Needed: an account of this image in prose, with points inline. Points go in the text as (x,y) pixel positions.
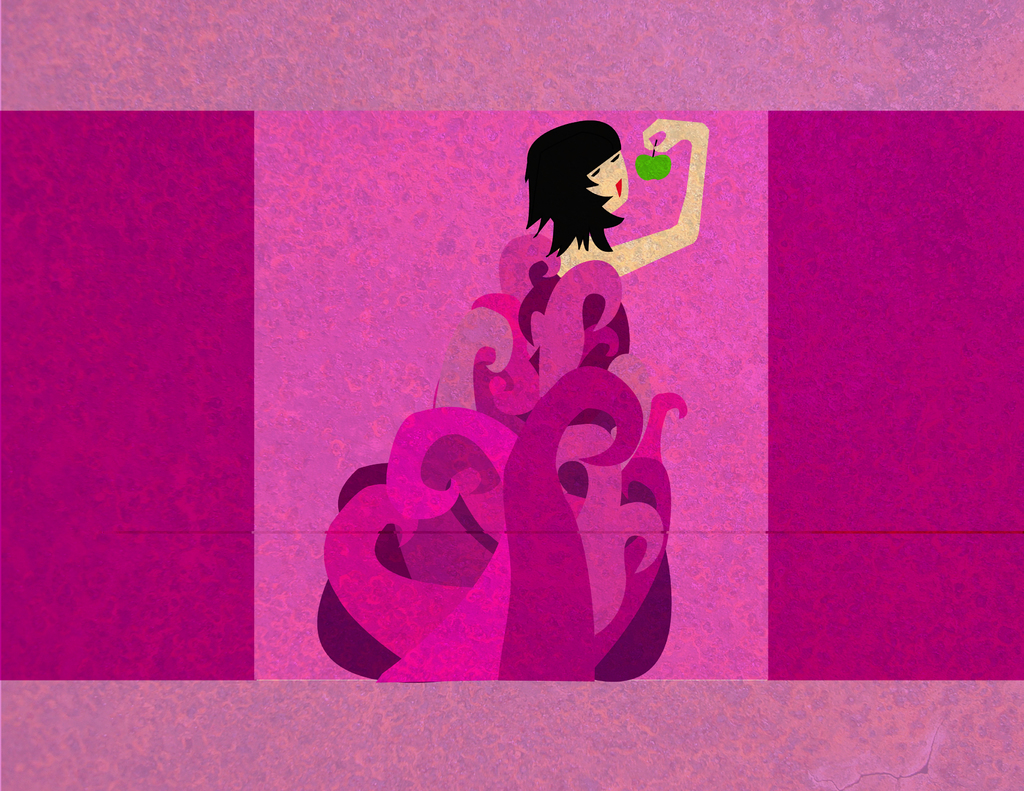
In this image there is a painting (629,354) of a woman (604,385) wearing pink color dress (582,421) is holding a green color apple (653,157) in her hand (669,135).
